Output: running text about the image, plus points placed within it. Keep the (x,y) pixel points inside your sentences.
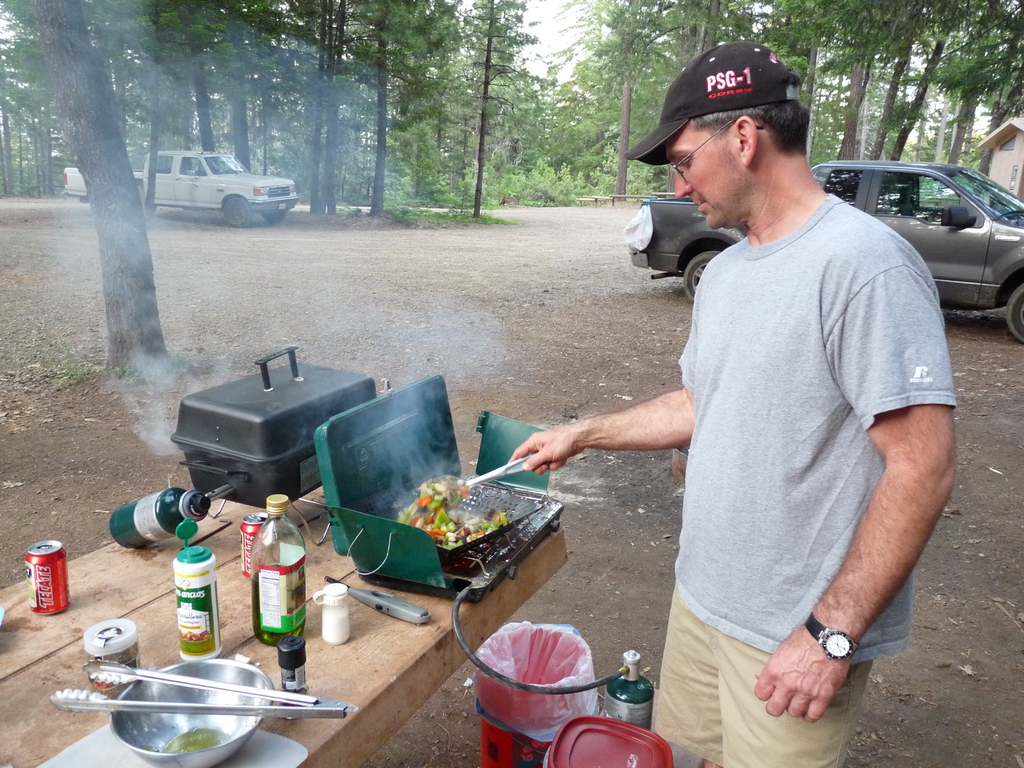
In the foreground of this picture (729,509), there is a man (744,511) standing and cooking food (461,523) and there are bowl (188,723), platter (269,751), few bottles (264,588), tin (65,572) and a stove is placed on the table (306,625). There is a cylinder (630,699) and bucket (504,653) is placed on the ground (582,698). In the background (707,260), we can see car (669,231), truck (658,237), trees (432,134), house (994,137) and the sky (554,16).
